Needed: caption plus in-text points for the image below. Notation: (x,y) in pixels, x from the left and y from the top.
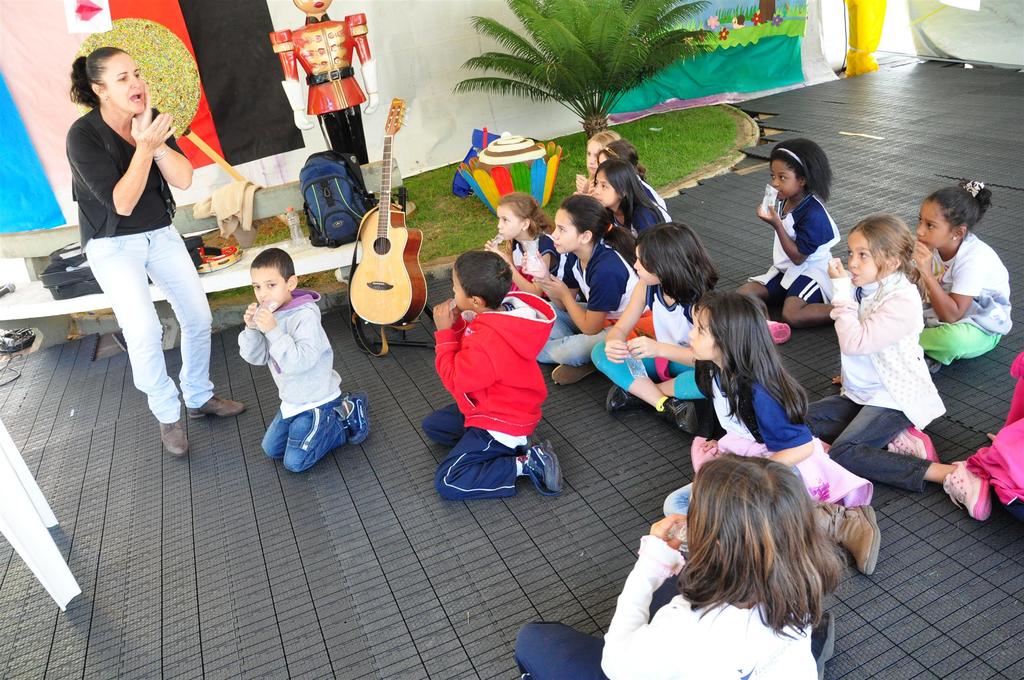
In this image we can see children (731,351) sitting and a woman (144,270) standing on the floor (565,542). In the background (342,116) we can see doll (342,116), backpacks (301,182), disposal bottles (293,215), ground (668,122), plants (619,78) and a musical instrument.
